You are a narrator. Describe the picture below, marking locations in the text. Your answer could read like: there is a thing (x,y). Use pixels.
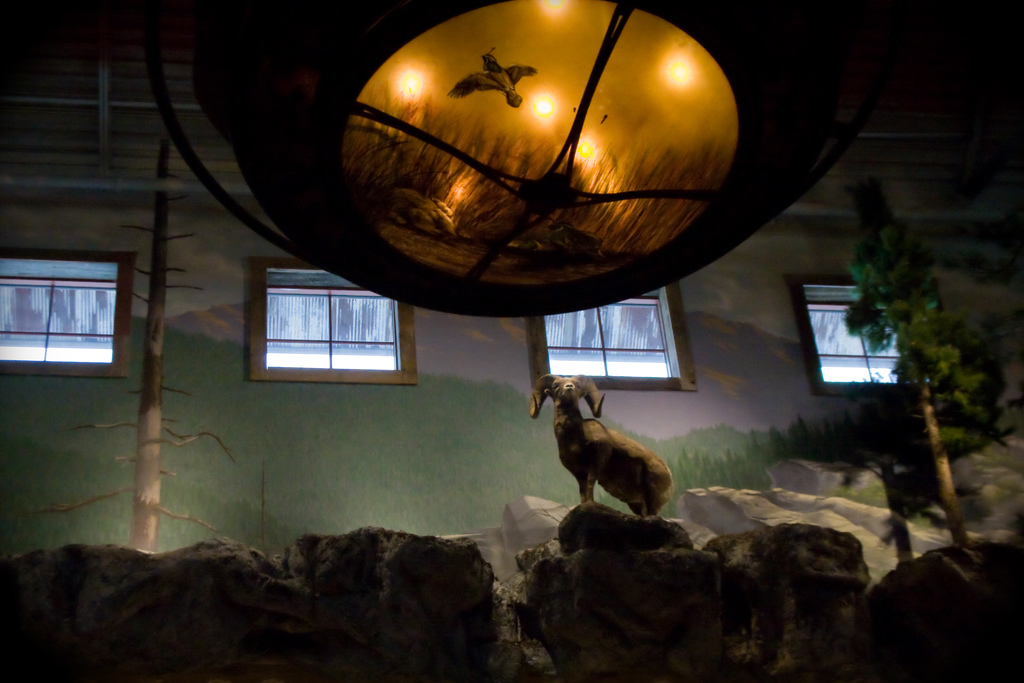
This image clicked inside the room (215,463). At the bottom (548,559), we can see the rocks (829,583). In the background (248,305), there is a wall (512,341) along with windows (662,361). At the top (388,45), it looks like a light (452,196). In the front (570,421), we can see a sheep (580,449). At the top (959,73), there is a roof (920,70). On the right (947,420), there is a tree (936,460). All these things seems to be like artificial.
